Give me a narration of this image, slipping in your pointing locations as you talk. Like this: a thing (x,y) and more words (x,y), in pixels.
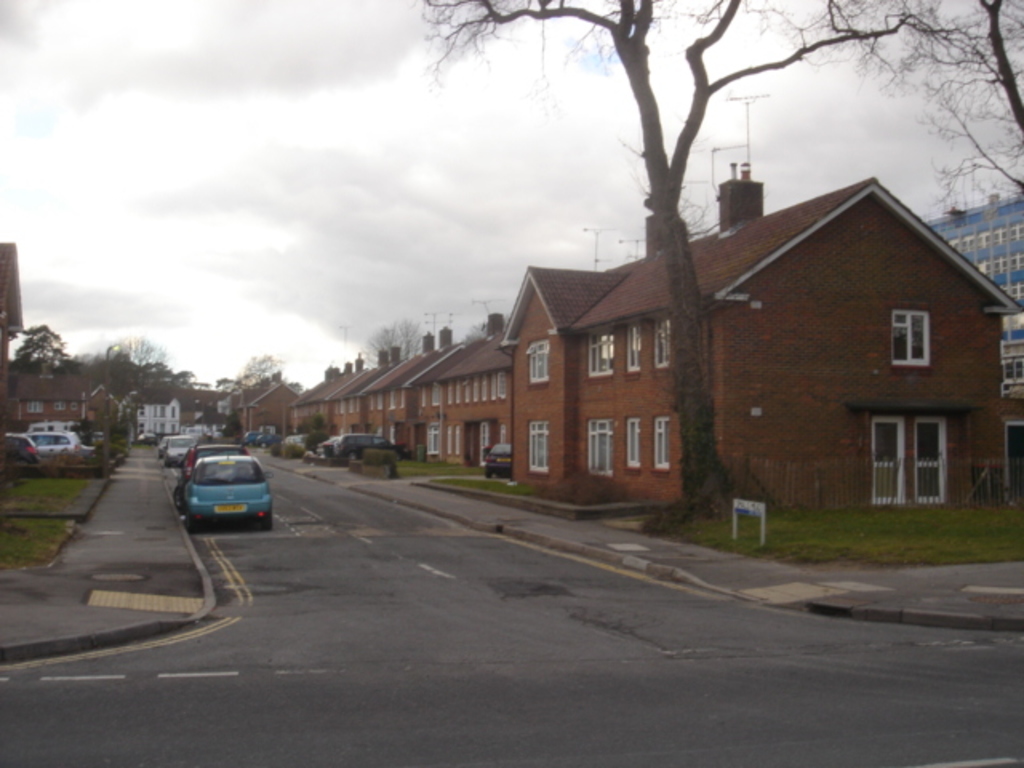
In this image we can see many houses (734,339), there are windows (499,390), there is a door (883,493), there are trees (121,424), there are cars (15,458) on the road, there is a grass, the sky (561,124) is cloudy.
